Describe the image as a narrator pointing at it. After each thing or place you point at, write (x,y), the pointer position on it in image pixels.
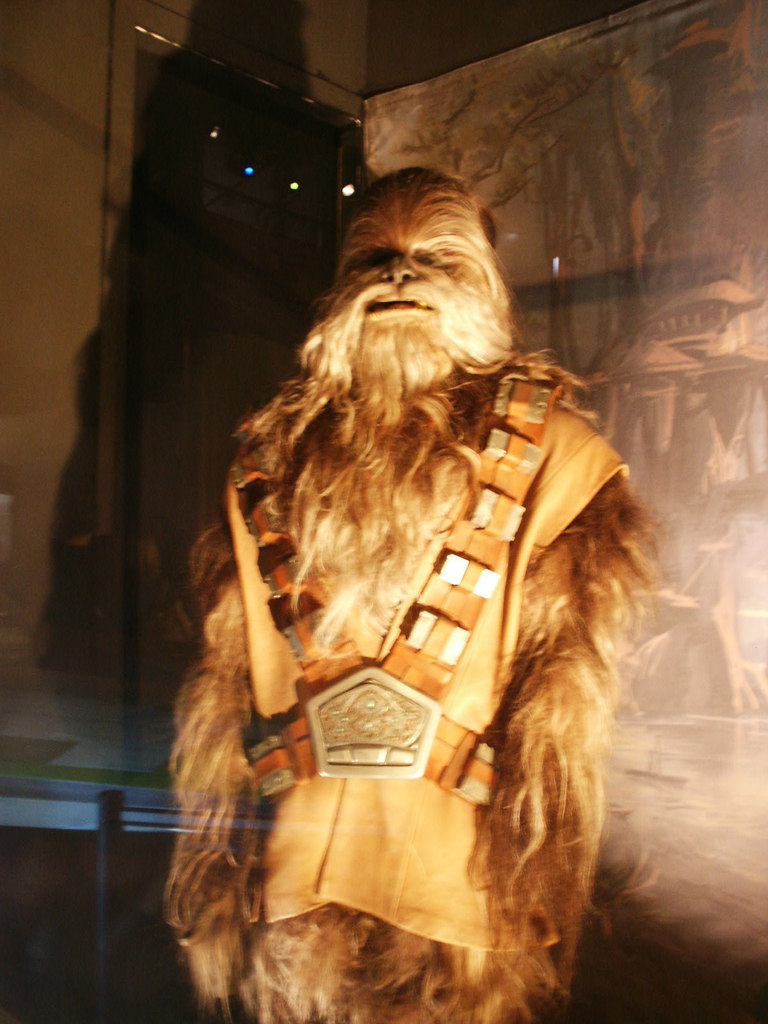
In this image I can see a brown colored object (397,619) which is in the shape of a person. I can see brown colored clothes (412,820) and brown colored belt (380,704) on it. In the background (623,284) I can see the banner (582,243), few lights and the wall (121,112).
